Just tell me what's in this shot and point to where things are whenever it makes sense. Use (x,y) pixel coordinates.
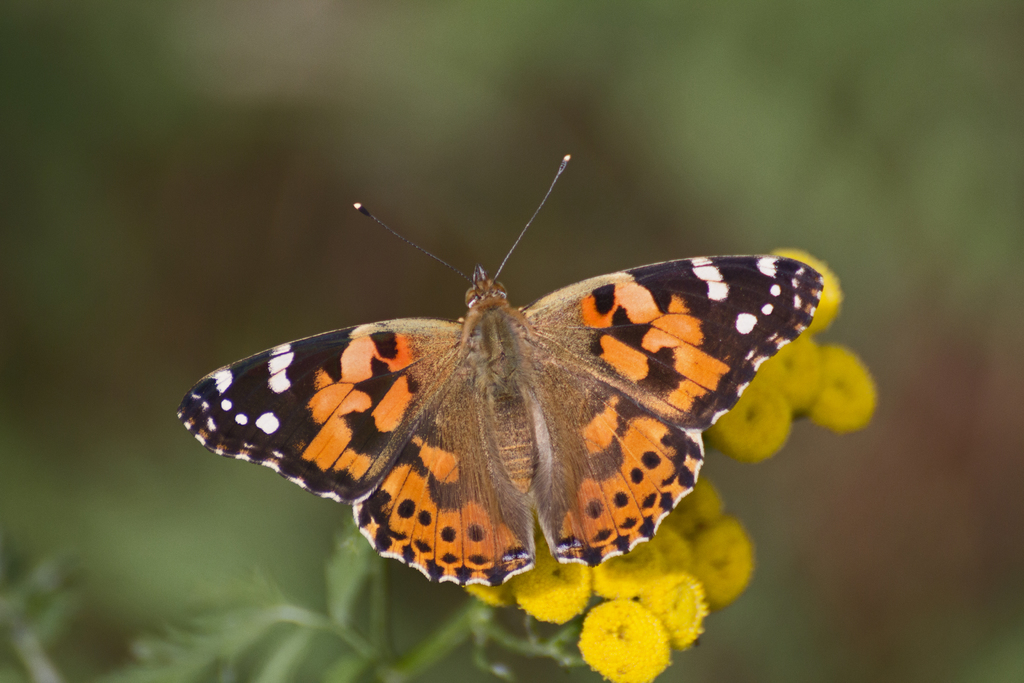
In the picture I can see a butterfly (543,426) and flower plant (682,540). These flowers (670,570) are yellow in color. The background of the image (754,14) is blurred.
